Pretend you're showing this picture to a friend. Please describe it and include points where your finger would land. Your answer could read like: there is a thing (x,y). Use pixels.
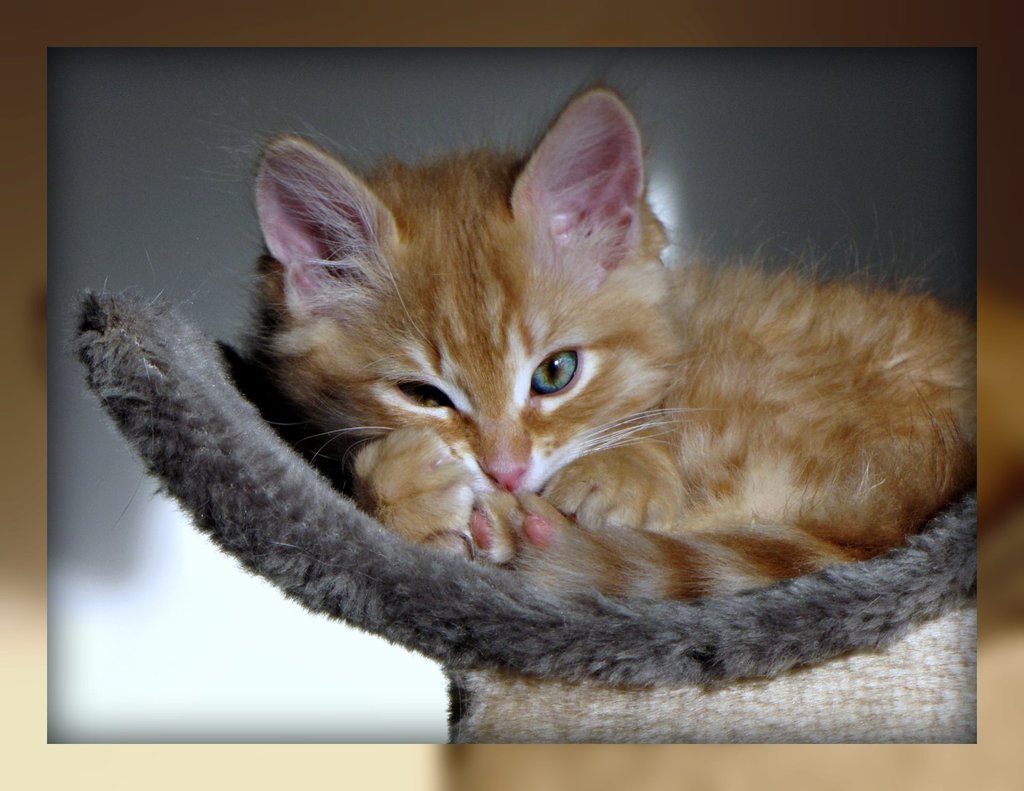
In this image we can see a cat (473,406) in a grey color object (629,651). The background (787,107) is in grey color.
